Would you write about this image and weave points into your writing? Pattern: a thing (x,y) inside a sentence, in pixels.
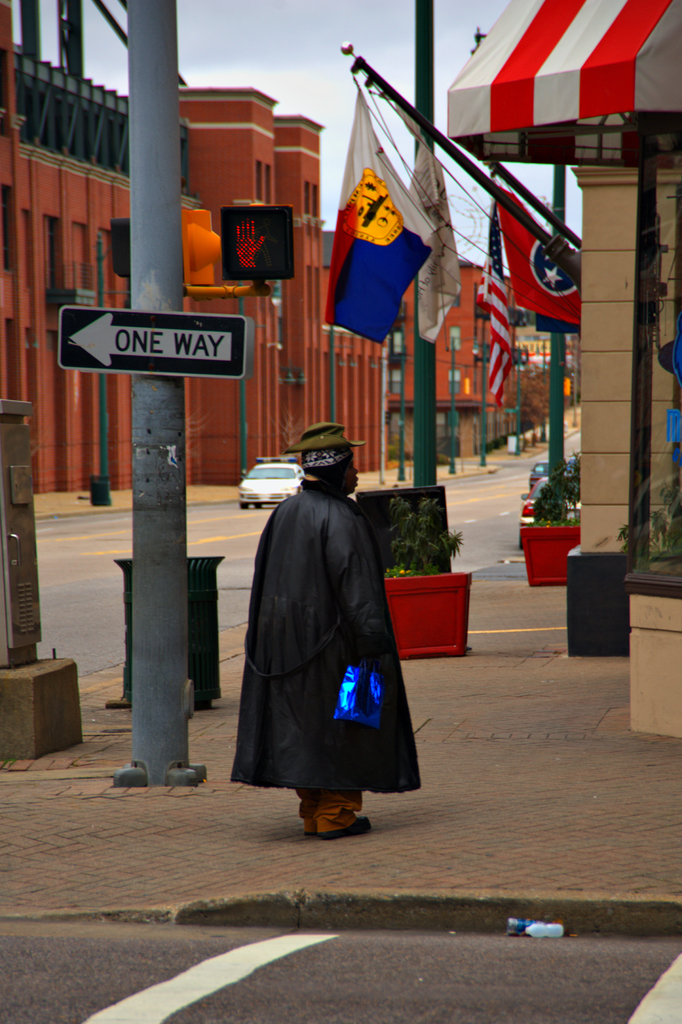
In this image we can see a person (289,646) wearing a dress (317,642) and hat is standing on the ground (489,781) holding a bag (373,685) in his hand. To the left side of the image (167,350) we can see a signboard (157,350) with some text (146,340) on a pole (185,709), box (28,624) placed on the ground (99,702), trash bin (191,655). On the right side of the image (456,636) we can see group of plants (556,511) in pots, buildings (664,468) with shed (579,101), flags (556,305), poles (559,452). In the background (288,489), we can see a vehicle (278,490) parked on the road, a group of buildings (326,372), display board (254,270) and the sky (299,36).
